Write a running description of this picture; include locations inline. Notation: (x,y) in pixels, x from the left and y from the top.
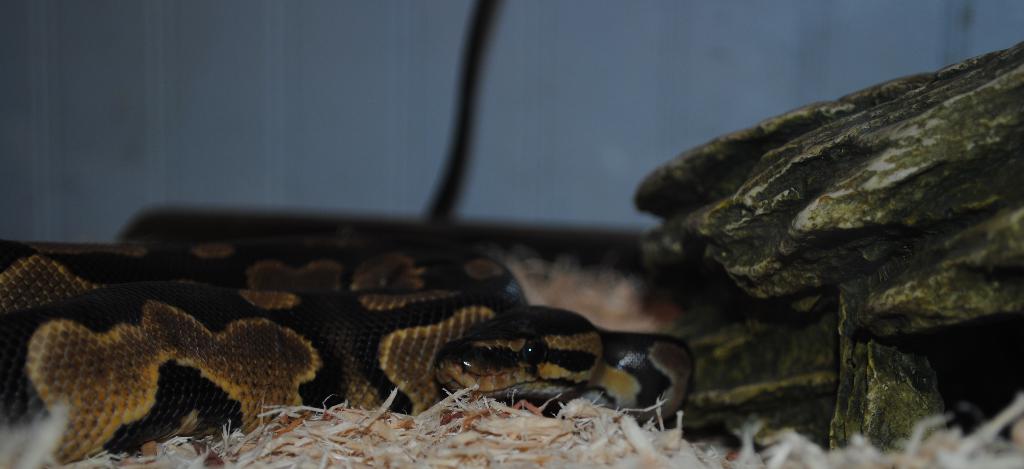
In this picture we can see a snake (322,298) on the wood shavings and on the right side of the snake (356,318) there is a rock (844,296). Behind the snake (265,309) there is a wall (185,167).
